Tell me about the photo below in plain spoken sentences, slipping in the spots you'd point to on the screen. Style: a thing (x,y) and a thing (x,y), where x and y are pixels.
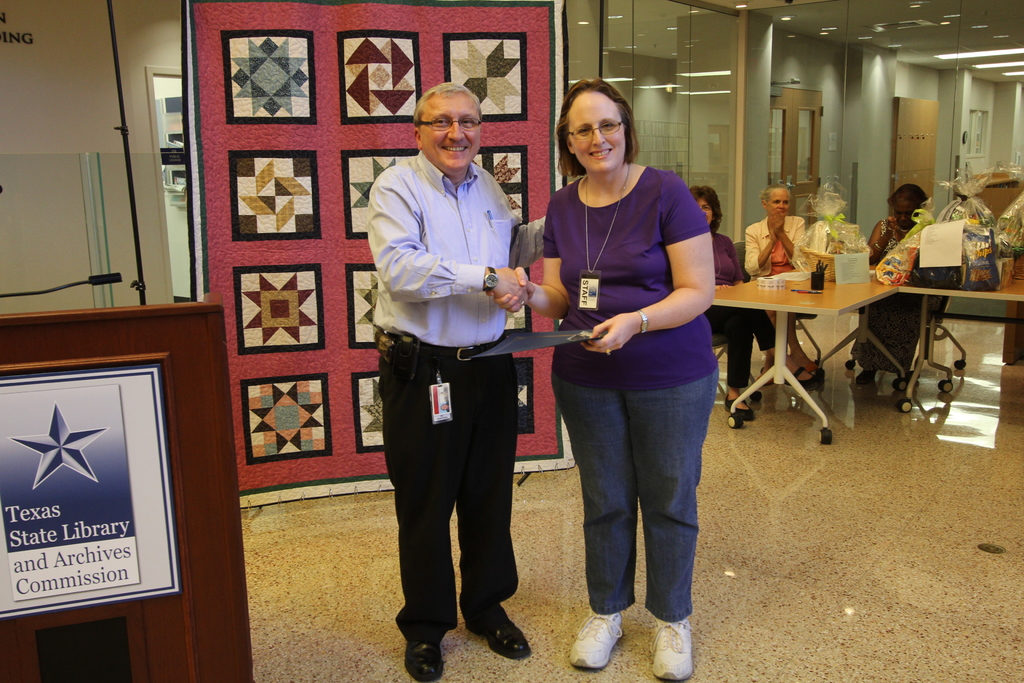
In this picture there is a man (466,351) and a woman (660,346) holding a card (495,350) in her hand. There is podium (168,357) and a mic (113,277) to the left (113,277). To the right (756,223), three women (909,205) are sitting on the chair (744,246). There is a pen (816,265) in a pen stand (813,285), covers (967,222), black handbag (925,279) as seen on the table (825,294). Few lights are seen on the top (952,16). There is a cupboard (921,154) and a door (803,187).
